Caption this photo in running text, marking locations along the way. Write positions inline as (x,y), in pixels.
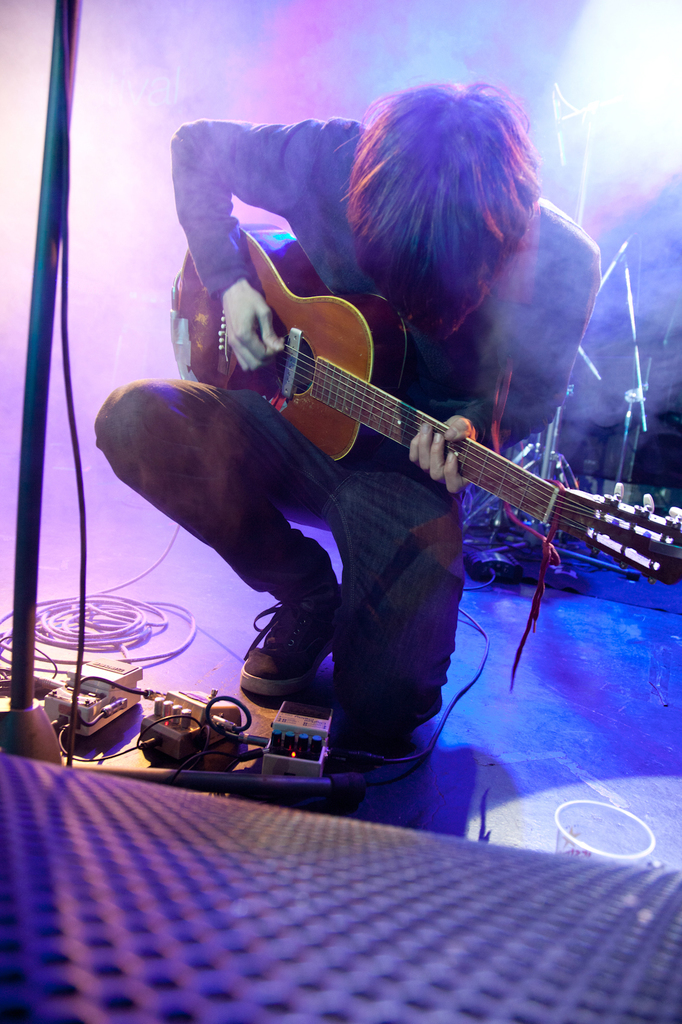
This picture is taken in musical concert. Here, in this picture, the man (453,364) in blue shirt (526,325) and blue jeans (352,555) is carrying guitar (351,431) in his hands (262,312) and he is playing it. In front of him, we see many cables (83,621) and wires (73,617) and also a microphone stand (25,688).
